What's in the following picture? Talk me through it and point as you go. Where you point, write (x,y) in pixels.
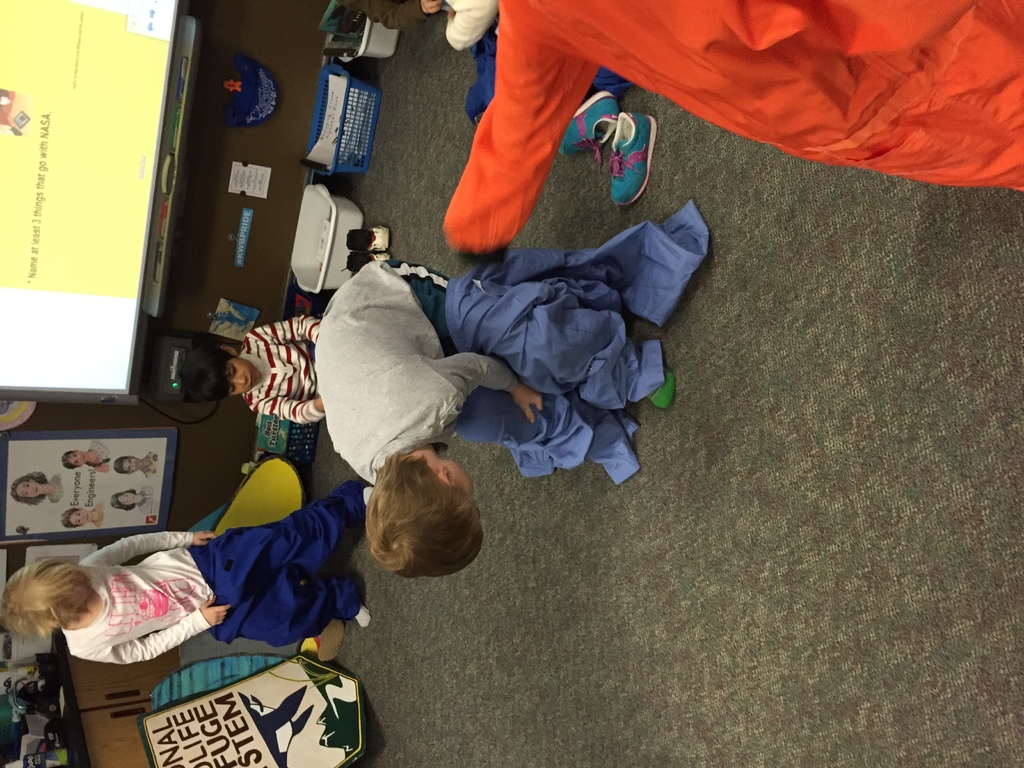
In this image, we can see people (439,364) and some are wearing costumes (482,318). In the background (255,135), there are baskets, boards (107,518) and we can see a screen (115,163) and there are some objects (45,713) on the stand (130,724) and we can see shoes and some other objects (182,672) on the floor (797,580).
